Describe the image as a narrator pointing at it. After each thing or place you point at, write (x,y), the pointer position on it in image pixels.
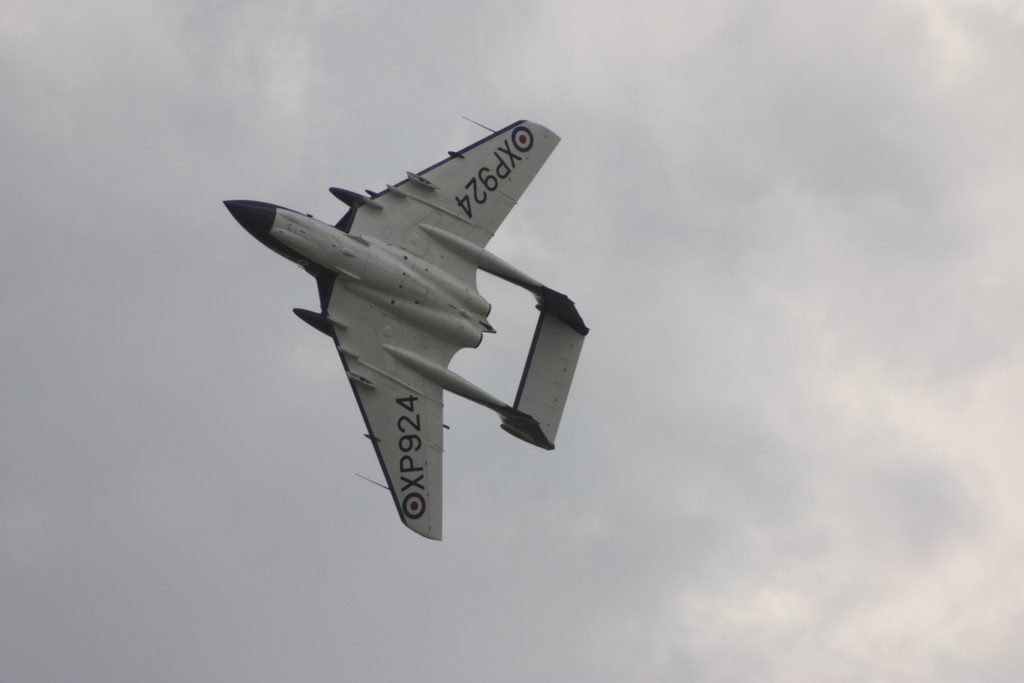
We can see airplane (372,247) in the air and sky (852,405) is cloudy.
